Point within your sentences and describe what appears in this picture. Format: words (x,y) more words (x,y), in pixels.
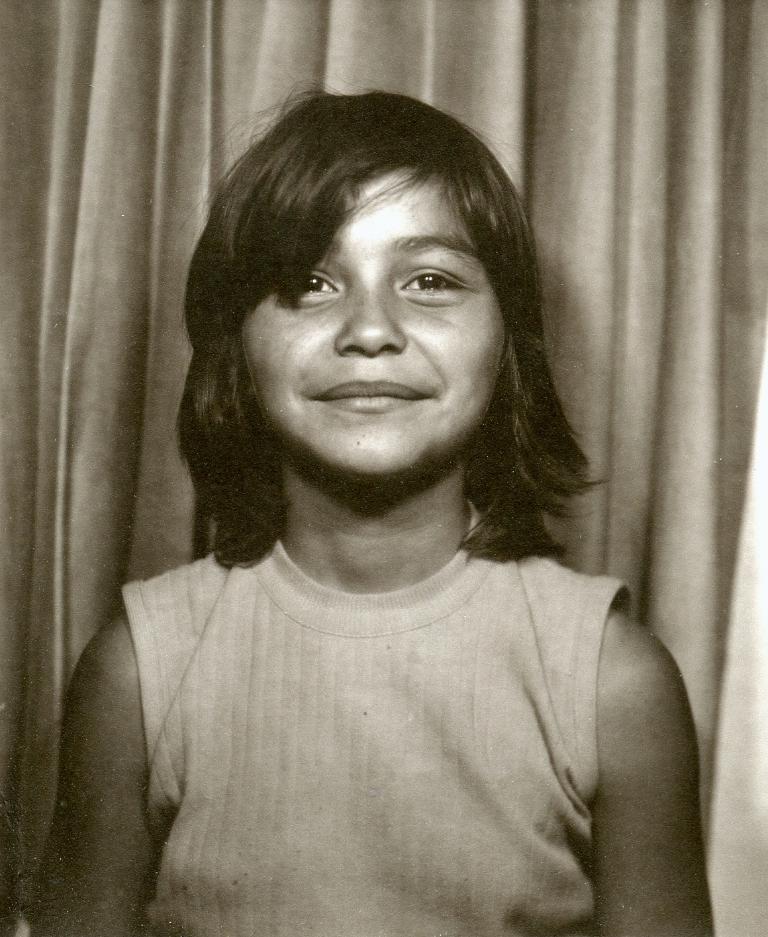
In this image I can see a girl (456,575) is there, she is wearing a t-shirt (373,733), behind her it looks like a curtain (729,98).
